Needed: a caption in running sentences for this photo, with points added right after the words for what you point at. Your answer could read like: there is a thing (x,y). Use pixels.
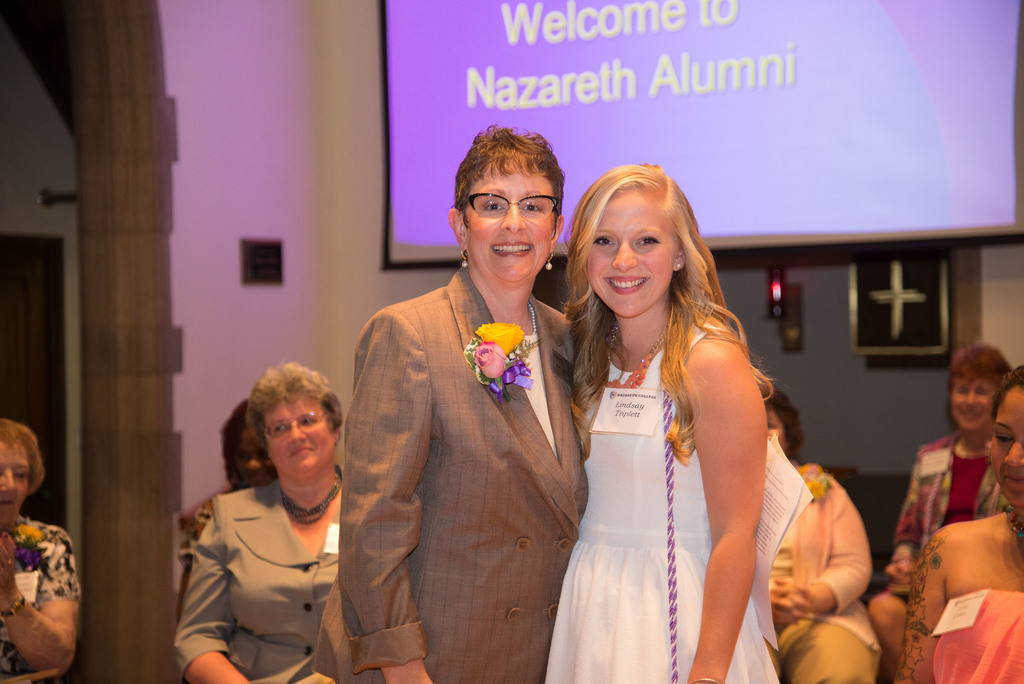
In this picture I can see two persons (500,667) standing and smiling, there are group of people (16,476) sitting, there are walls (4,59) and there is a projector screen (386,227).
